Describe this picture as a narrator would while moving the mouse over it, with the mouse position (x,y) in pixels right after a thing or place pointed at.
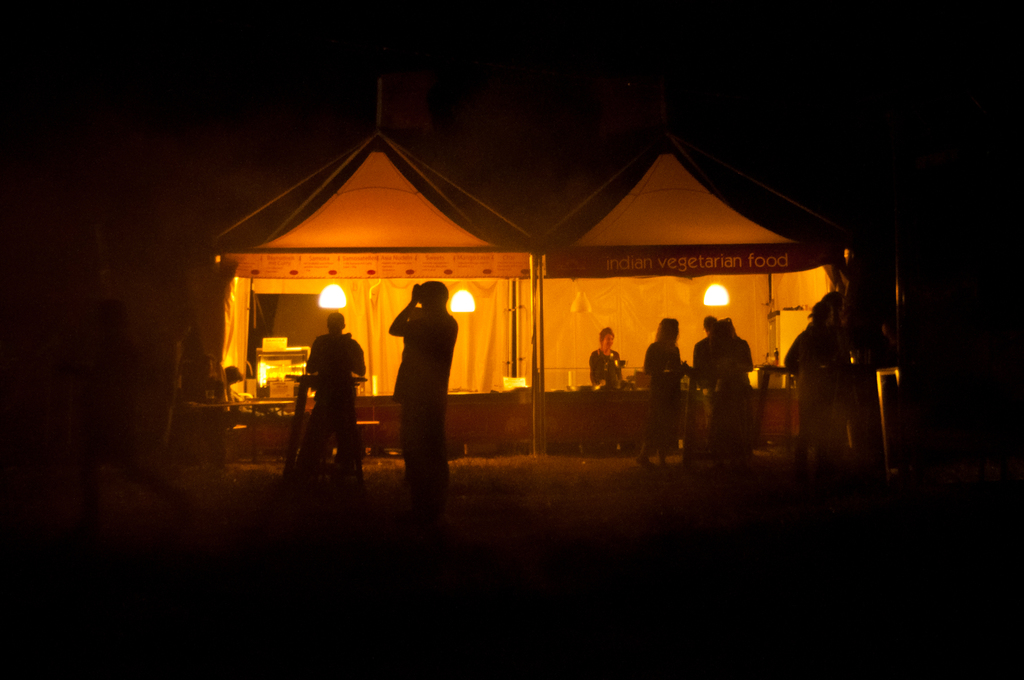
In this picture i can see group of people (427,404) are standing. In the background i can see people (442,321) and lights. The background is dark.
